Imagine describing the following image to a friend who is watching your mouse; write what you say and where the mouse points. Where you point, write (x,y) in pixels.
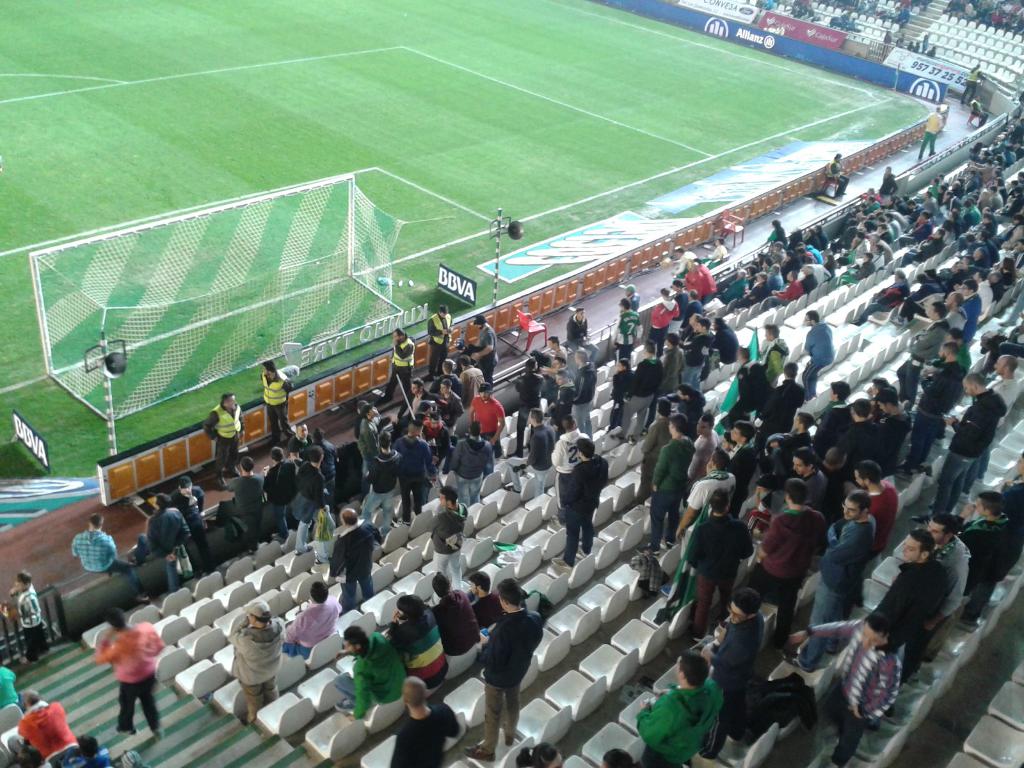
In this image I can see few people (975,312) are standing and few (938,282) are sitting on the chairs (944,447). I can see few lights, net (124,316), fencing (466,321), stairs (106,689) and colorful banners (746,4).
